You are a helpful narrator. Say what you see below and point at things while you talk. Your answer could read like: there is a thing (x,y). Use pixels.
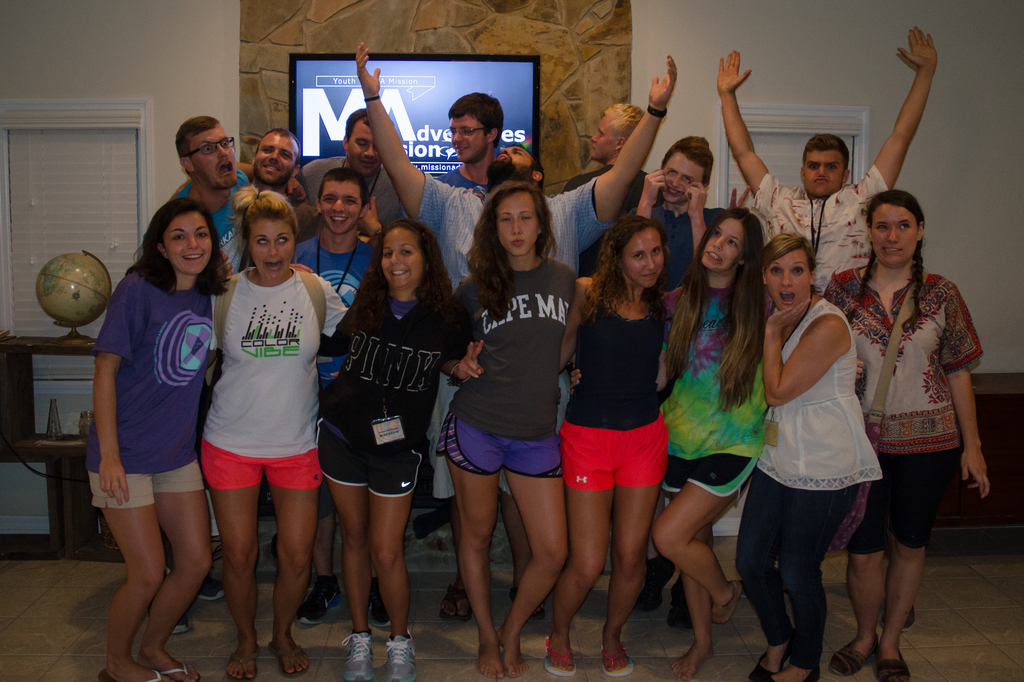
In this image we can see few persons (534,487) are standing on the floor (740,655). In the background (459,94) we can see a TV (453,69) on the wall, windows (21,173), globe (91,302) on a table (92,516) and other objects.
